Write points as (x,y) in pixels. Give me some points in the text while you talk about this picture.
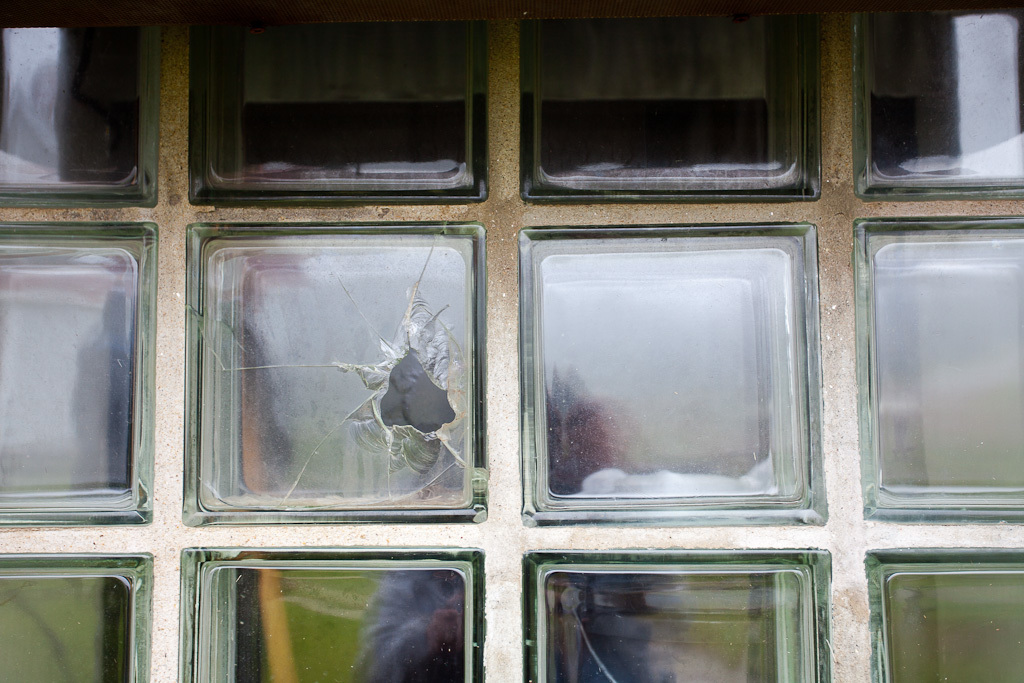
In this picture, we can see broken glass wall (471,386), and we can see some reflections (599,381) on it.
